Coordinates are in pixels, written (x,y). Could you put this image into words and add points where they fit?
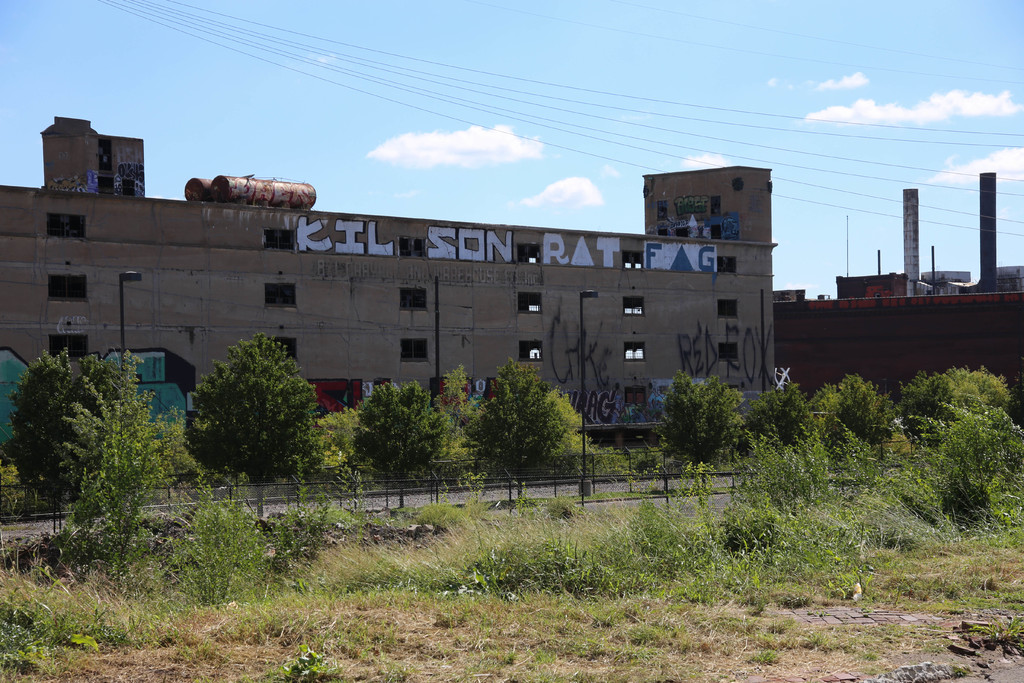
In this image we can see sky (209,78) with clouds (501,134), electric cables (586,101), buildings (631,251), poles (848,255), trees (138,423), fence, bushes (252,543) and grass (664,646).
